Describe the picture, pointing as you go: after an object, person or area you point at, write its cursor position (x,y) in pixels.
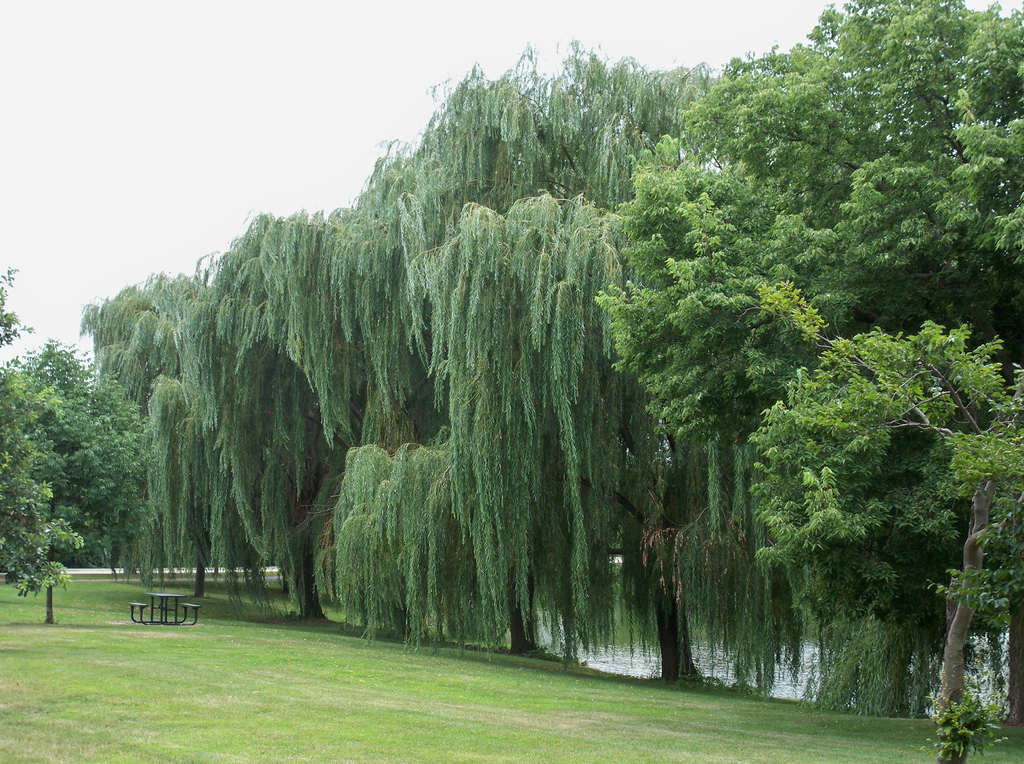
In this picture we can see grass (117,576), benches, table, trees (788,474) and water (803,680). In the background of the image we can see the sky (428,83).
